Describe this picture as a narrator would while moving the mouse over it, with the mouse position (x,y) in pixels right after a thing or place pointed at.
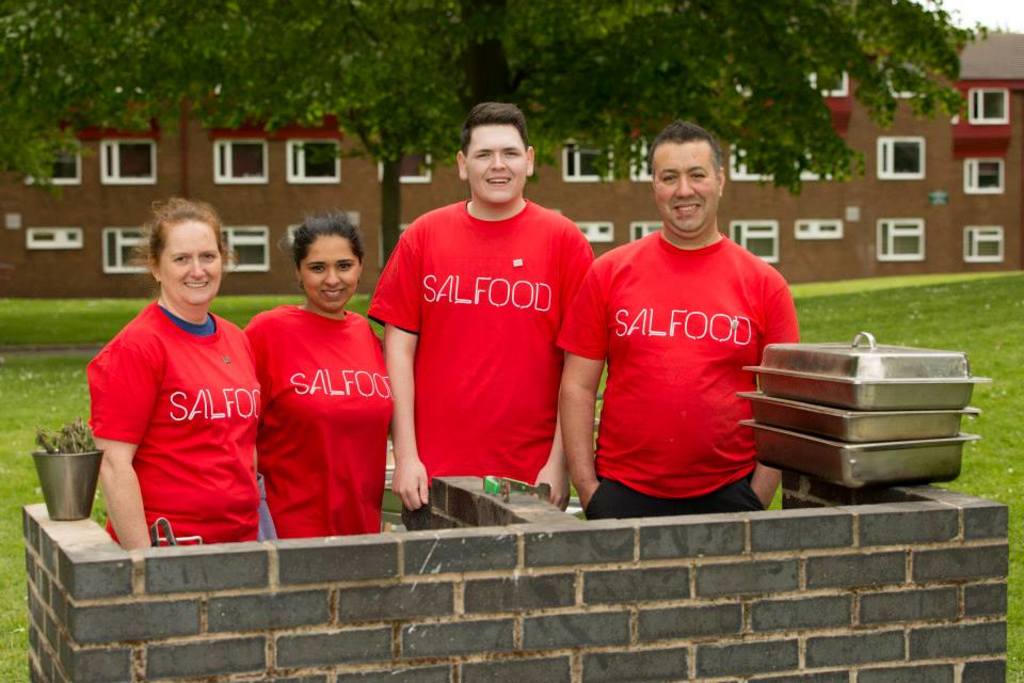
In this picture we can see four persons (653,362) are standing, on the left side (50,495) there is a plant (57,489), on the right side (851,396) we can see trays (860,401), there is a wall (640,668) in the front (523,646), in the background (426,76) we can see a building (54,291) and a tree (456,74), at the bottom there is grass (54,331), we can see the sky (997,8) at the right top of the picture (977,18).
